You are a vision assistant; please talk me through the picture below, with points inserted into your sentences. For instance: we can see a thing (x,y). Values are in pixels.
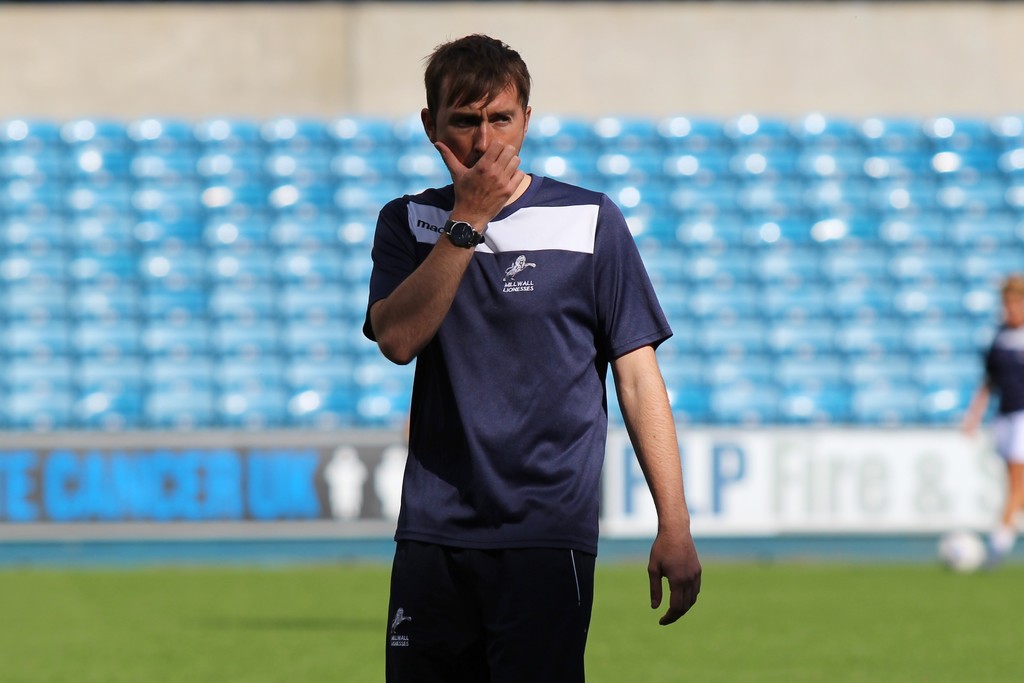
In this picture there is a man (409,624) wore watch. In the background of the image (975,566) it is blurry and we can see person (1008,511) and ball (967,549) on the grass (957,624).
